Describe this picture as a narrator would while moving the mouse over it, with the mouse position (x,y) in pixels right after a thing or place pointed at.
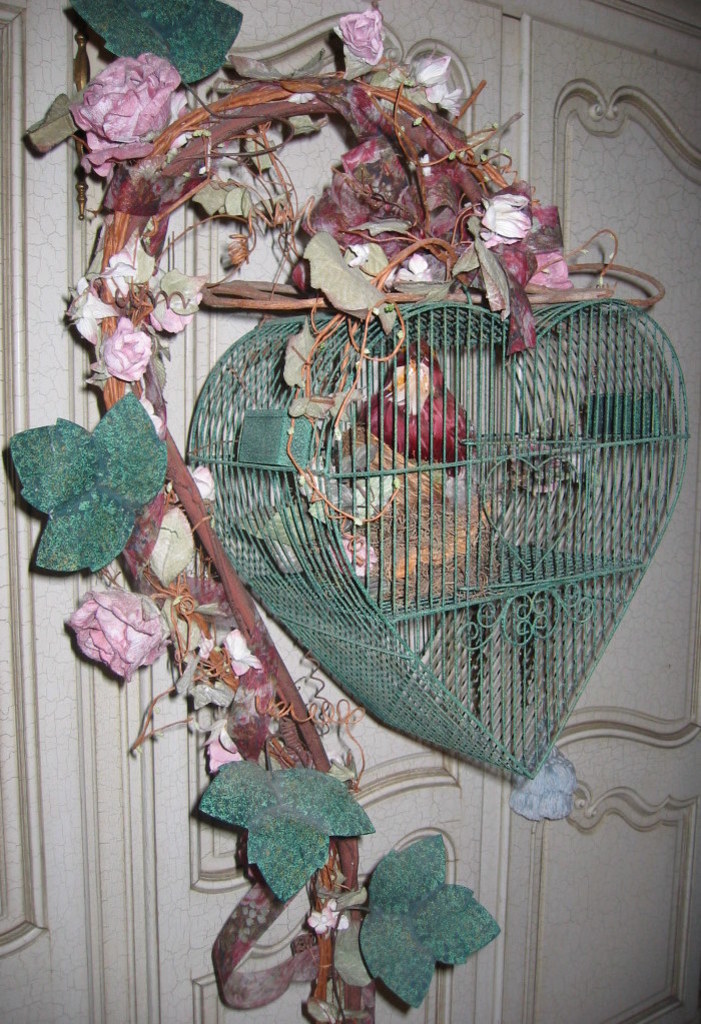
There is an object (270,567) as we can see in the center of this image (369,667). We can see a door (374,773) in the background (395,48).
